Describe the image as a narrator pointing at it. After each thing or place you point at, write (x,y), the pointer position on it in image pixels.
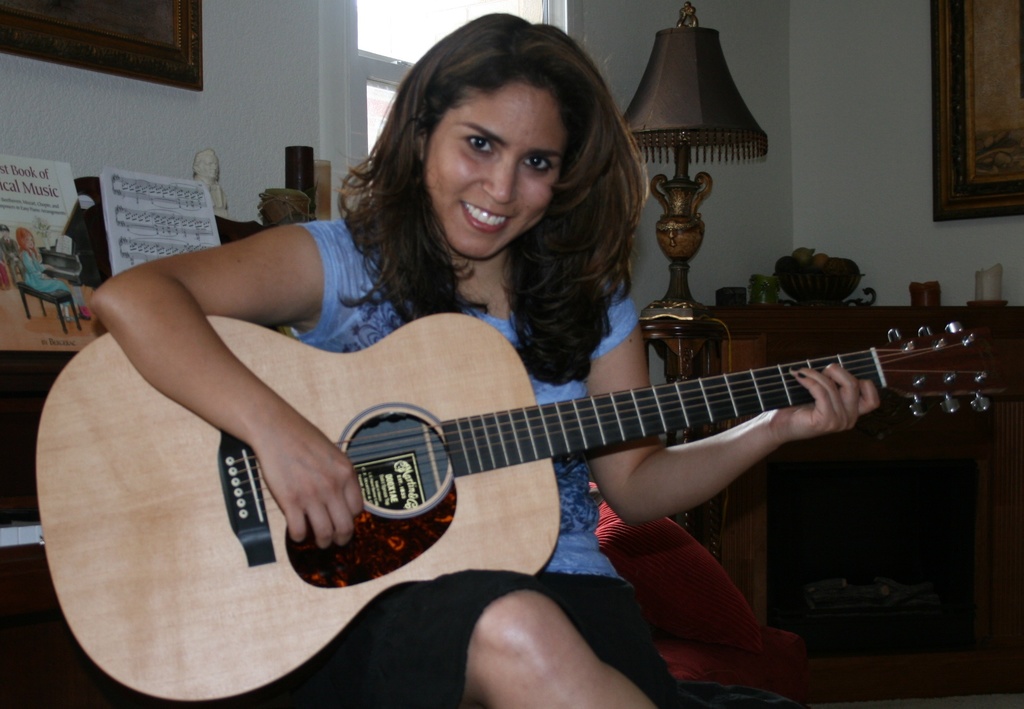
In this image i can see a woman (598,481) sitting on the couch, holding a guitar (421,410) in her hands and smiling. She is wearing a blue color dress (571,504) and in the background of the image (675,211) i can see a lamp (684,229) on the table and on the wall (863,101) we can see a wall frame (986,128) and behind the girl (421,185) we can see a window (358,61).
